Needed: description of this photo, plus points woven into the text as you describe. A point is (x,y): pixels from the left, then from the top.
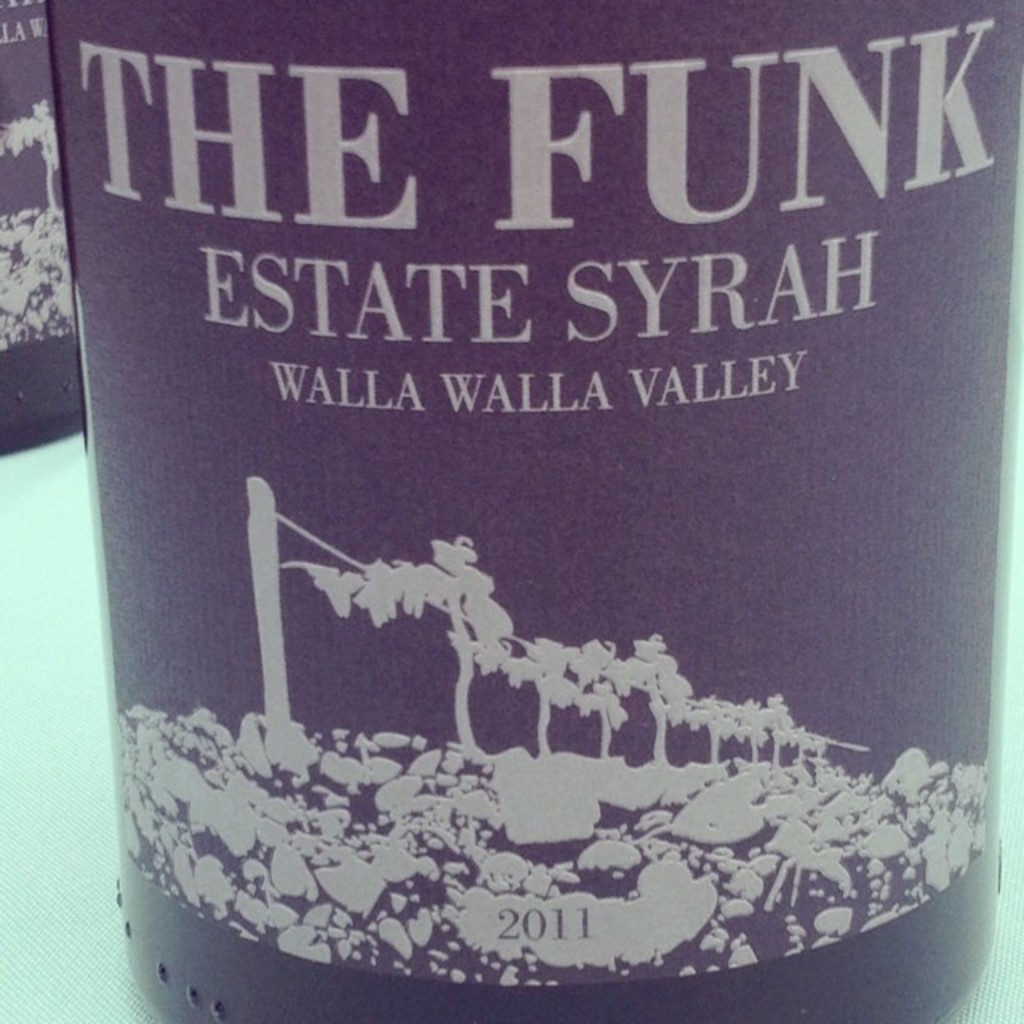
In this picture, we see a black color glass bottle (561,458) is placed on the white table (89,847). On the bottle (143,420) it is written as"THE FUNK". Beside that, we see another glass bottle (48,132).
